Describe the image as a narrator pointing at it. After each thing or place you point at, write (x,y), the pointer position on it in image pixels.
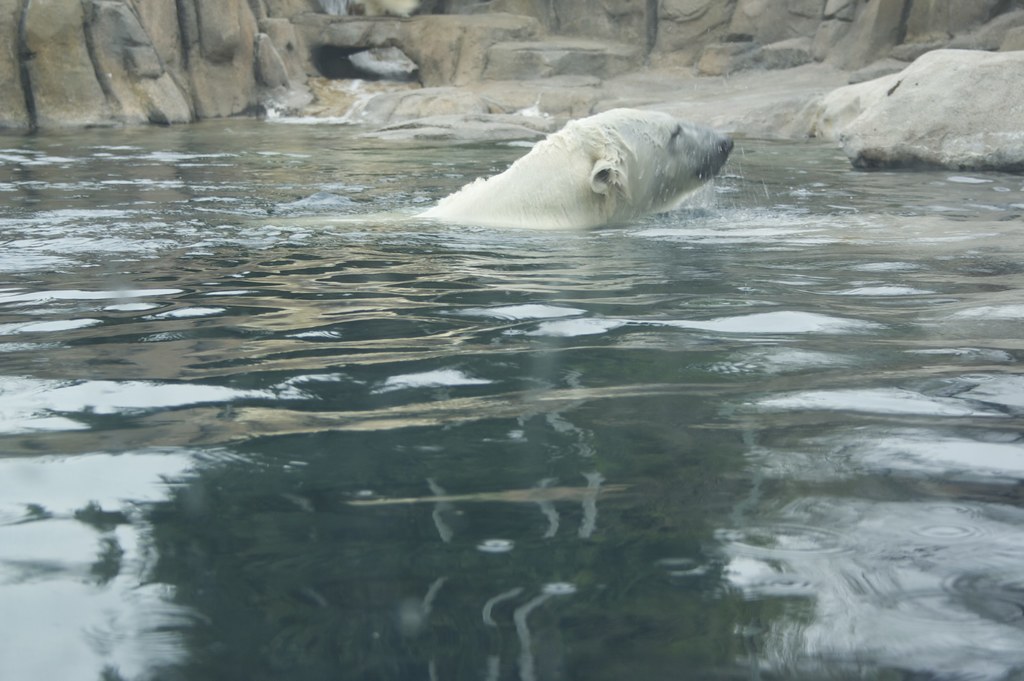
In this picture there is a polar bear (536,173) in the water (428,463). At the back (436,73) it looks like a hill (861,92). At the bottom (383,643) there is water (582,404).
